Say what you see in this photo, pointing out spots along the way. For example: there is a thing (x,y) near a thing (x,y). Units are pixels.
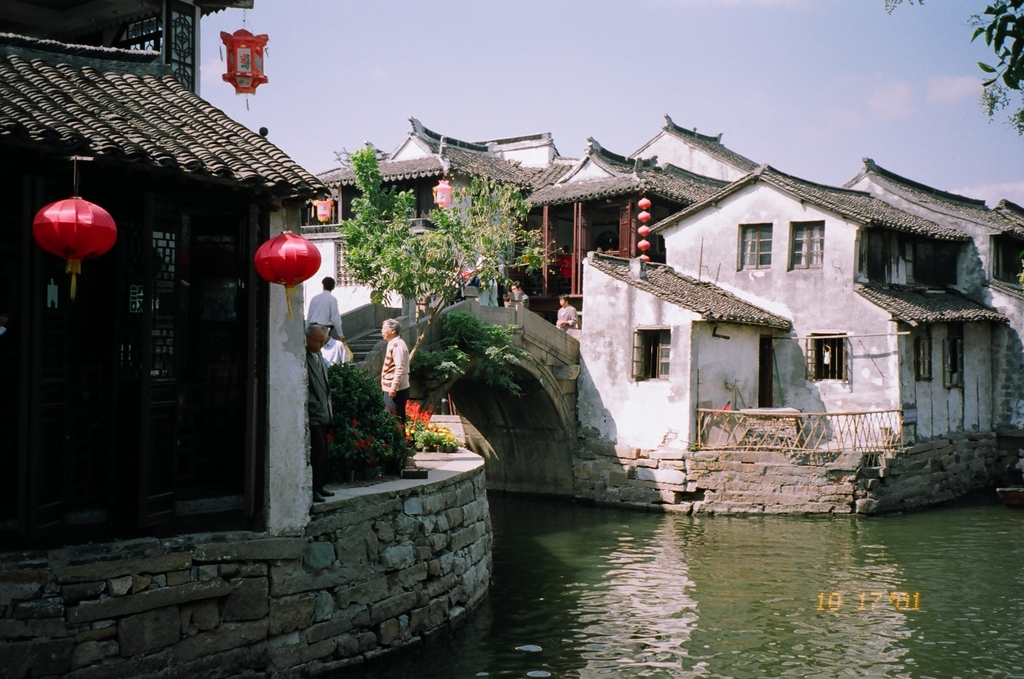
In this picture we can see bridge (558,338), water (613,549), houses (280,410), lamps (274,270), plants (426,445), people (400,412), trees (410,291) and sky (546,58).
